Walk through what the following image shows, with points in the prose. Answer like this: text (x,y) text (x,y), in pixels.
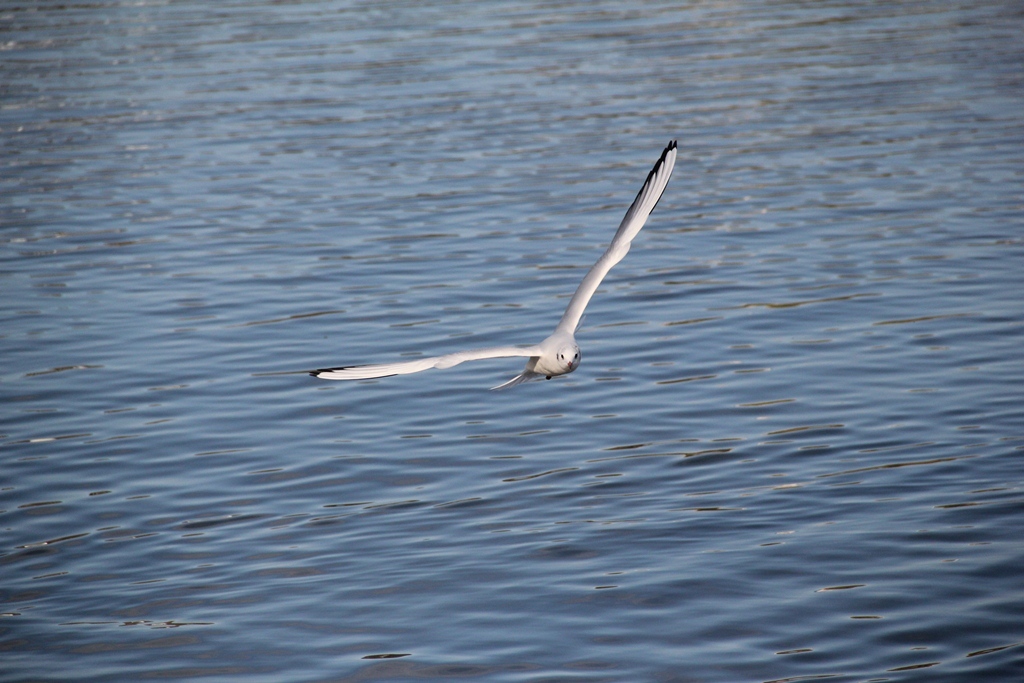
In this image we can see a bird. In the background of the image (529,324) there is water (561,153).
